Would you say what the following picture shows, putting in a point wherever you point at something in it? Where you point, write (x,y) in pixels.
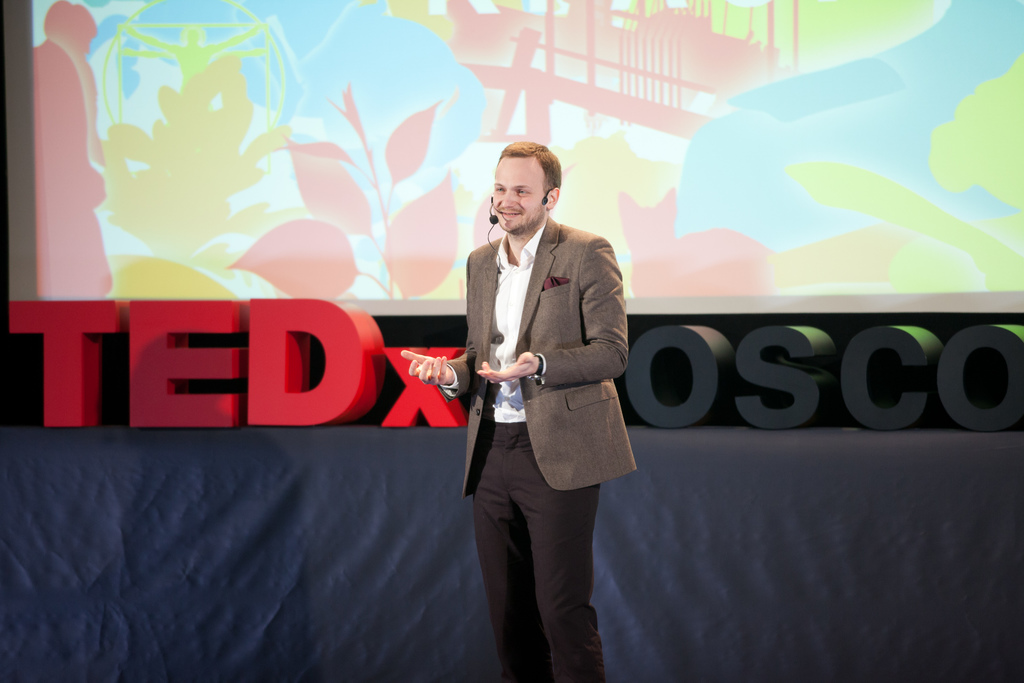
In this image, I can see a man (571,548) standing and smiling. In the background (265,275), there is a screen (253,272) and name board (1020,392) on an object (435,450).
